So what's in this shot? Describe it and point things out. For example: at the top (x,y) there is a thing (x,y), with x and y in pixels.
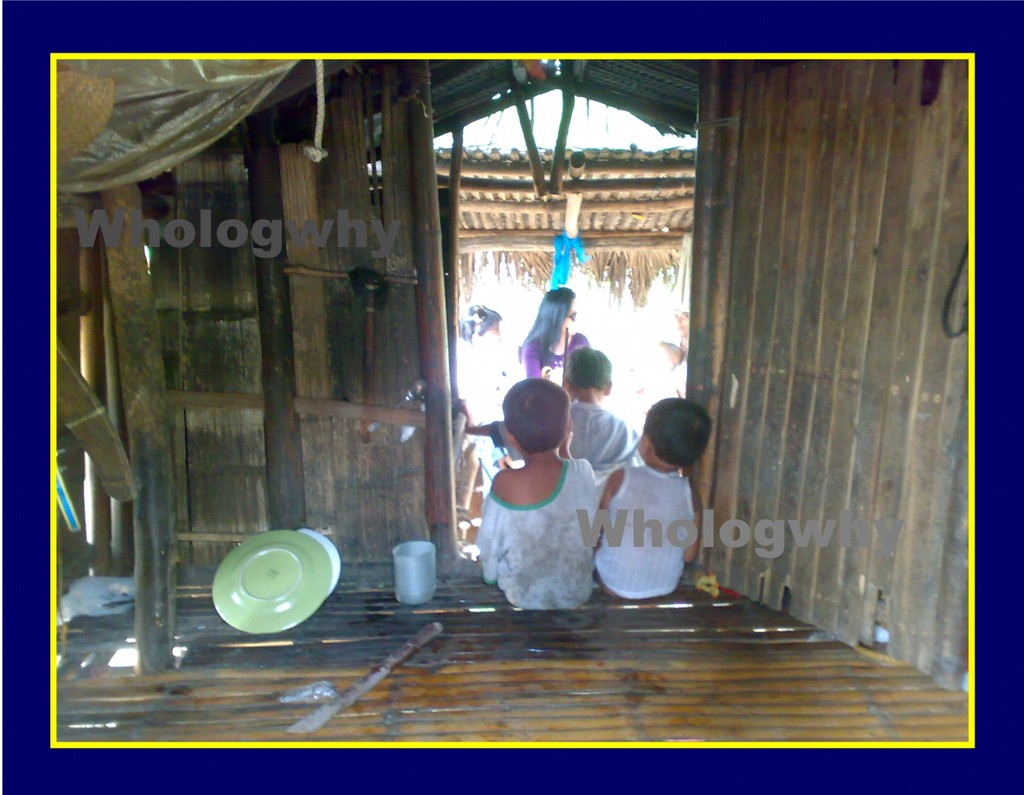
This is an edited image, where there are three kids (503,587) sitting inside a house (445,550), there are plates (268,621), a glass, a knife (336,703) and some other objects (375,303) inside a house (362,384), and in the background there are two persons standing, and there are watermarks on the image.
